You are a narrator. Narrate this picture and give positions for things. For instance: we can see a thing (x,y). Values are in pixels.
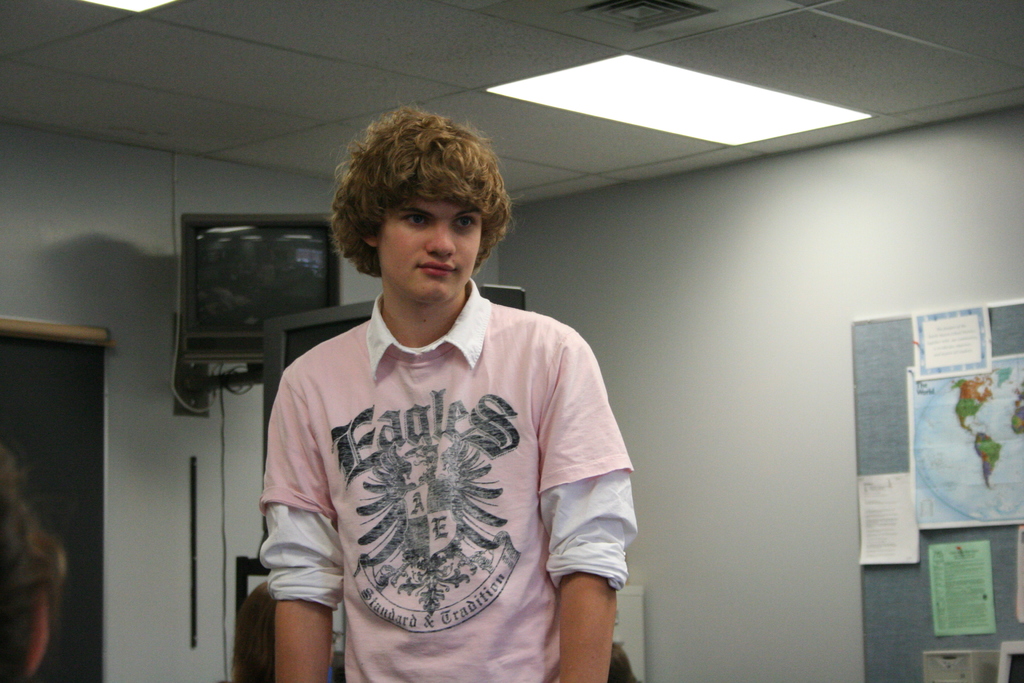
This picture is an inside view of a room (579,385). In the center of the image (542,372) we can see a man (496,374) is standing. In the background of the image (1009,127) we can see the wall (157,411), door (80,463), screens (321,305), board (879,390), papers (951,506) and also we can see the person's heads (3,596). At the top of the image (636,89) we can see the roof (527,113) and lights (780,108).
